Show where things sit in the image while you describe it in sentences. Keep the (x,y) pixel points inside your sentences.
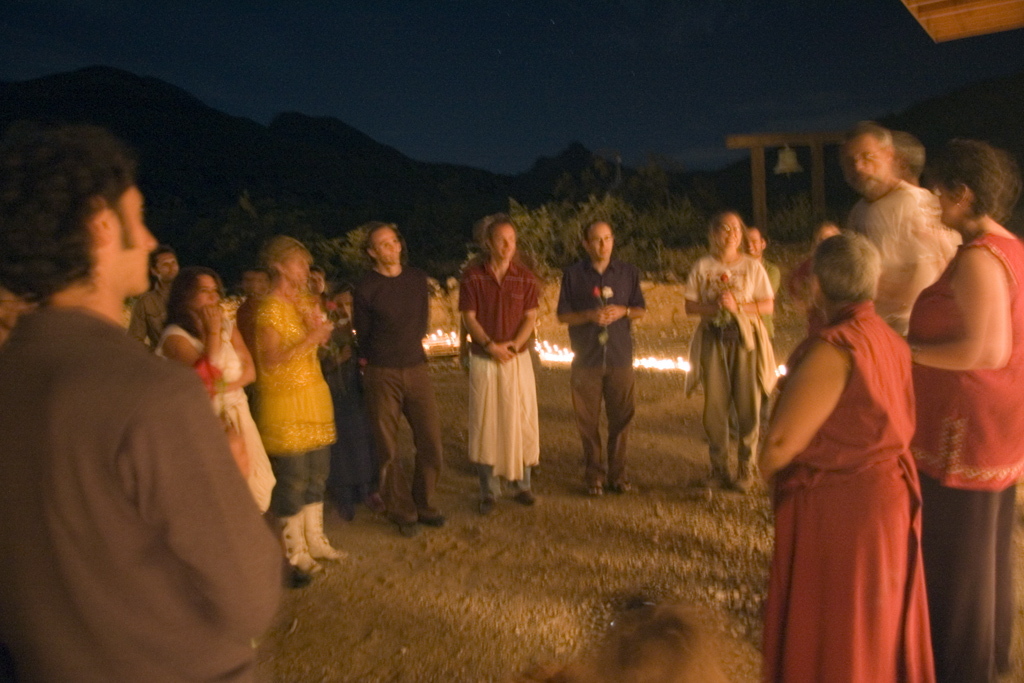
In this picture we can see some people (384,374) are standing, at the bottom (646,551) we can see some stones (670,591), in the background (613,222) there are some plants (592,188) and a bell (791,170), it looks like a hill (189,100) on the left side (269,151) there is the sky (473,36) at the top of the picture (415,57), we can also see some lights (649,363) at the bottom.
